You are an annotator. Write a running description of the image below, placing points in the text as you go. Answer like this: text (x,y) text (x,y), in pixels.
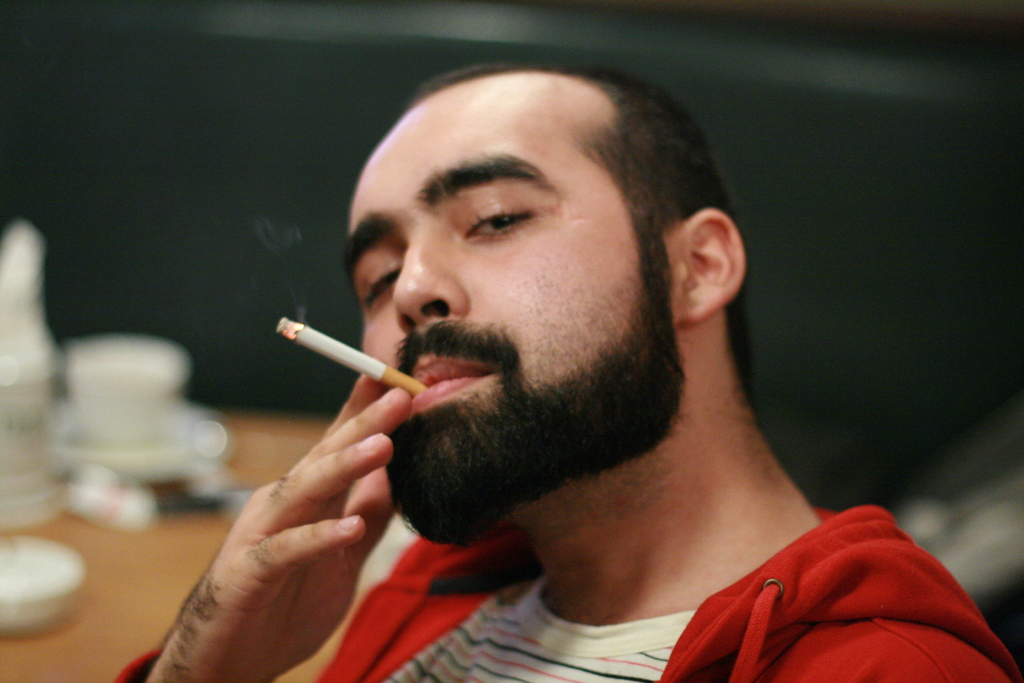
In this image we can see a man (541,579) with a cigarette (419,383) in the mouth (431,369). In the background (130,267) it is blur.
